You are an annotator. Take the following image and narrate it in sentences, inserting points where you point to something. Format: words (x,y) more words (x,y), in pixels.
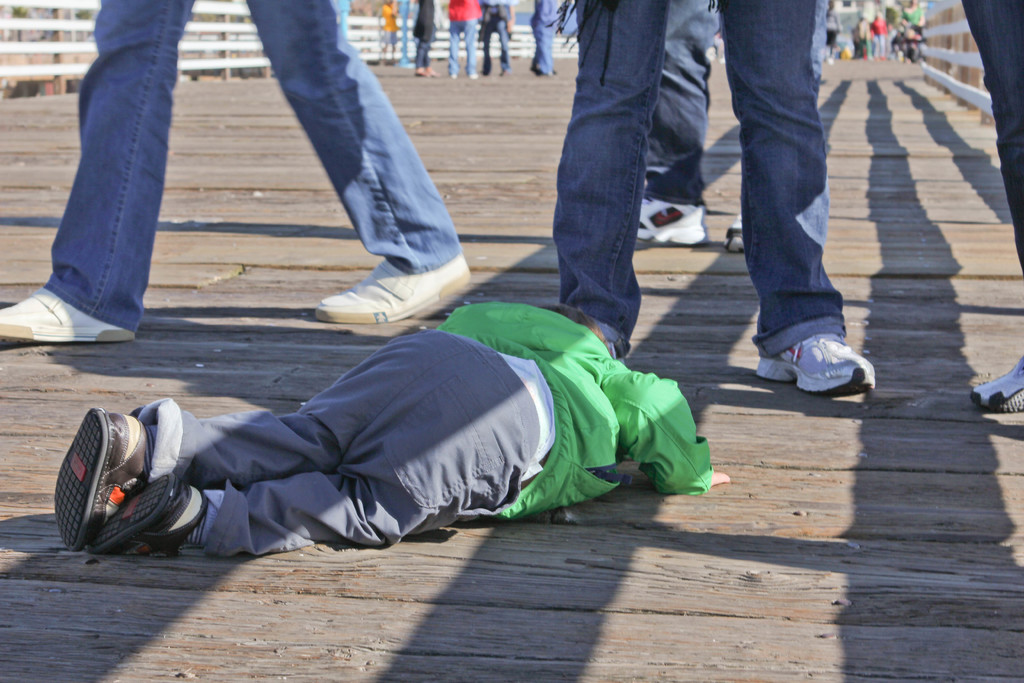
In this image I can see the wooden floor (805,581) and a person (516,406) lying on the wooden floor (740,497). I can see number of persons (643,20) are standing, the white colored railing (559,42) and a building (847,14) in the background (936,21).
